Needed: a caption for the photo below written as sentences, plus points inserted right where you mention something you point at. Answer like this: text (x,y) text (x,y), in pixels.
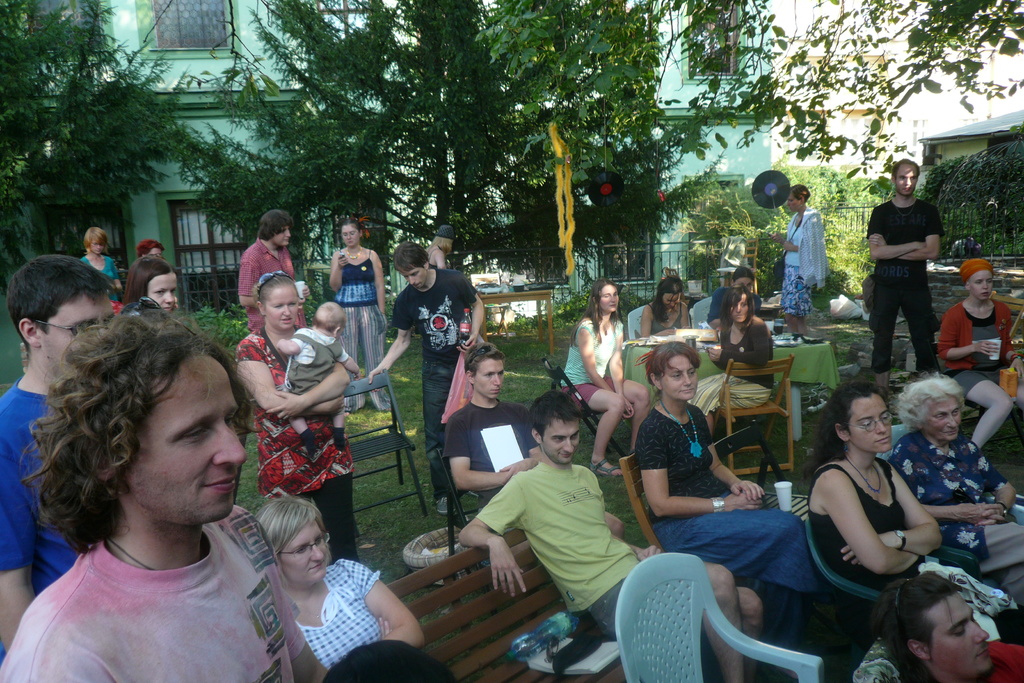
there are so many people (337,462) sitting and standing in a garden (1003,429) behind and there is a trees (250,237) and building (194,222).
